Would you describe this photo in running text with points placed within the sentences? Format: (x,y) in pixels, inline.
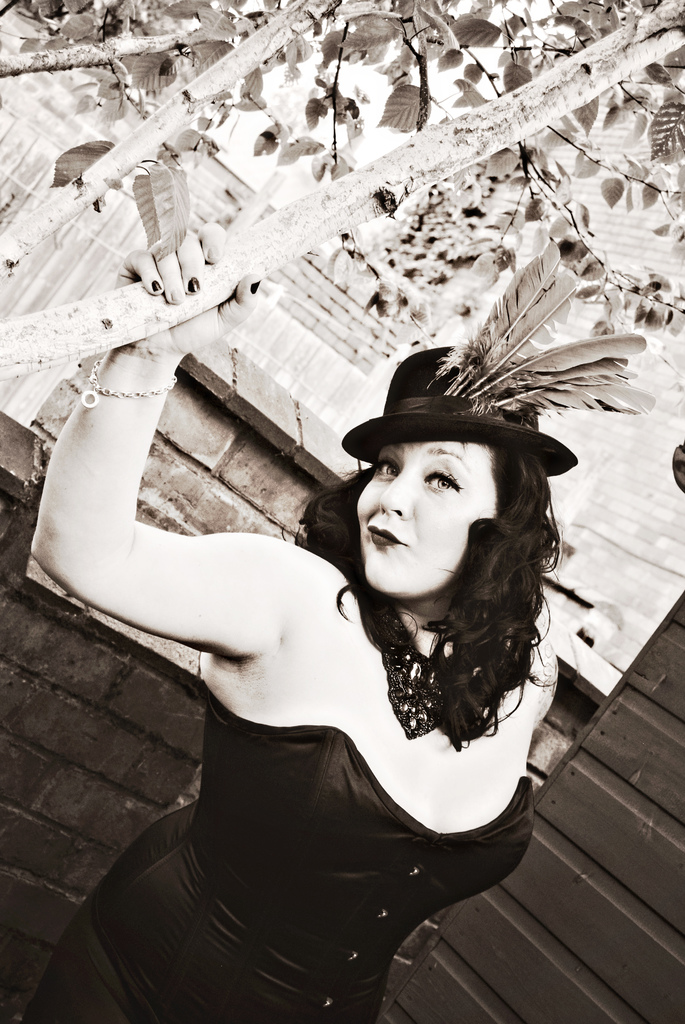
This image is a black and white image. In the background (663,563) there is a building (385,334) with walls (438,339). On the left side of the image (159,312) there is a tree (140,309). In the middle of the image (233,605) there is a woman (430,809). She has worn a hat (414,372) with feathers (449,351).
